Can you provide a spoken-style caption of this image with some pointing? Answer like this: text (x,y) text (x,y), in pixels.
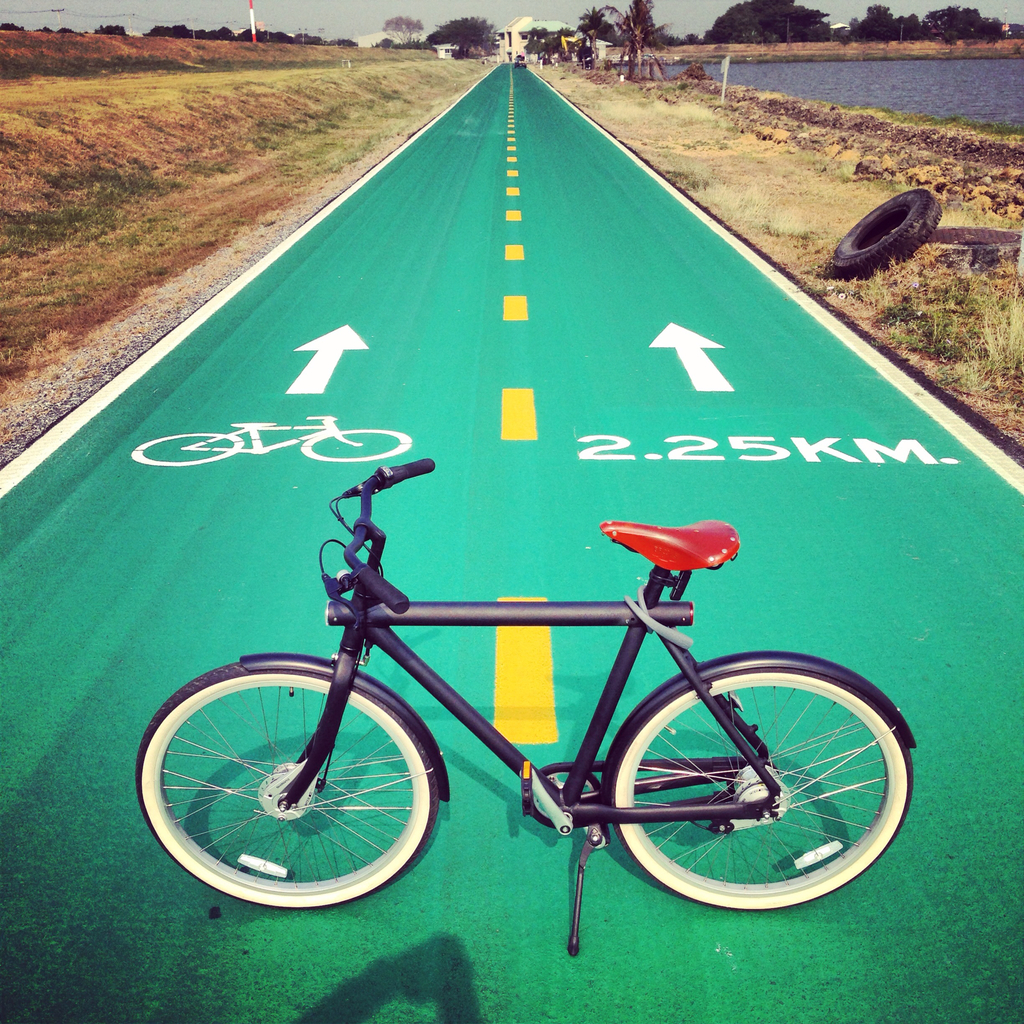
This is a bicycle (408,624). I can see a road (494,235) with a margin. These are the tires (911,230). I think here is the water (967,80). In the background (853,32), I can see the trees (485,20) and a building (513,27). This is the grass (126,183).
